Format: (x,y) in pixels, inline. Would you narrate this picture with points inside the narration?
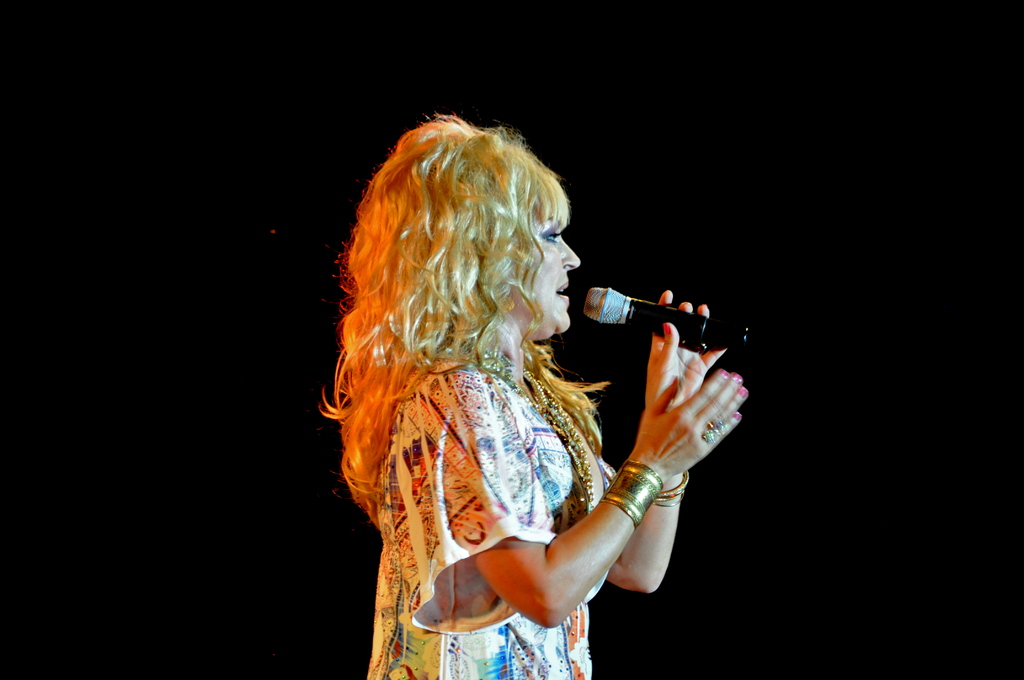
In this image, woman (523,473) is holding microphone (641,313), she is singing.
